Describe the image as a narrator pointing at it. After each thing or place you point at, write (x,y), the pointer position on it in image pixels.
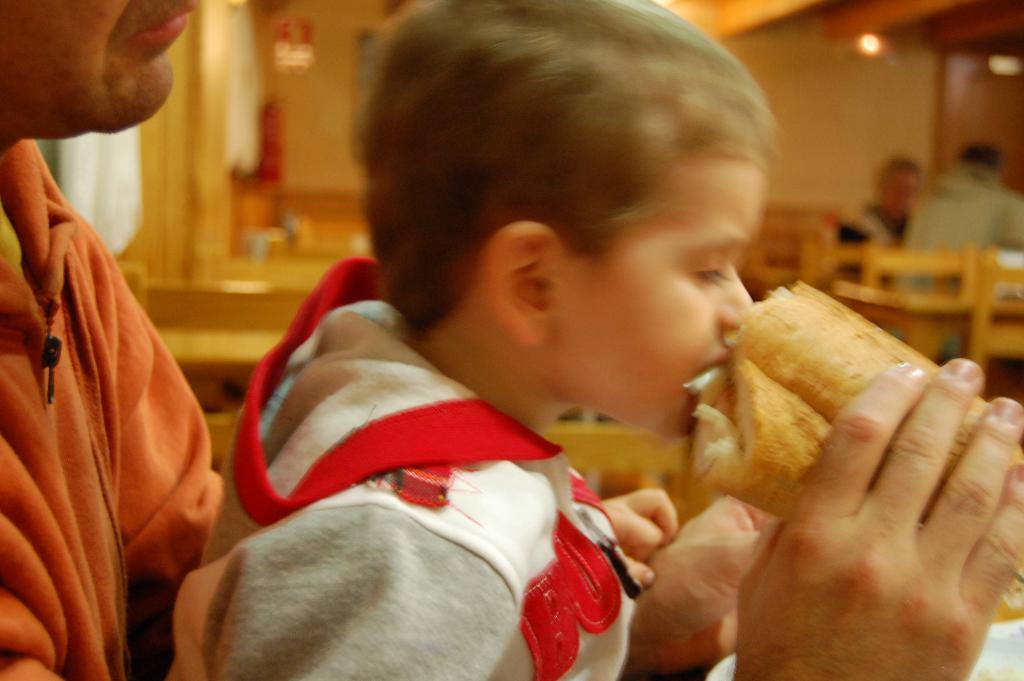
In this image I can see on the left side (68,432) a man (44,466) is there, he wore orange color sweater (92,448). In the middle (678,409) a boy (524,366) is trying to eat the food (810,358), he wore ash and red color. On the right side (976,233) few people (961,196) are sitting, at the top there is the light (869,39).
